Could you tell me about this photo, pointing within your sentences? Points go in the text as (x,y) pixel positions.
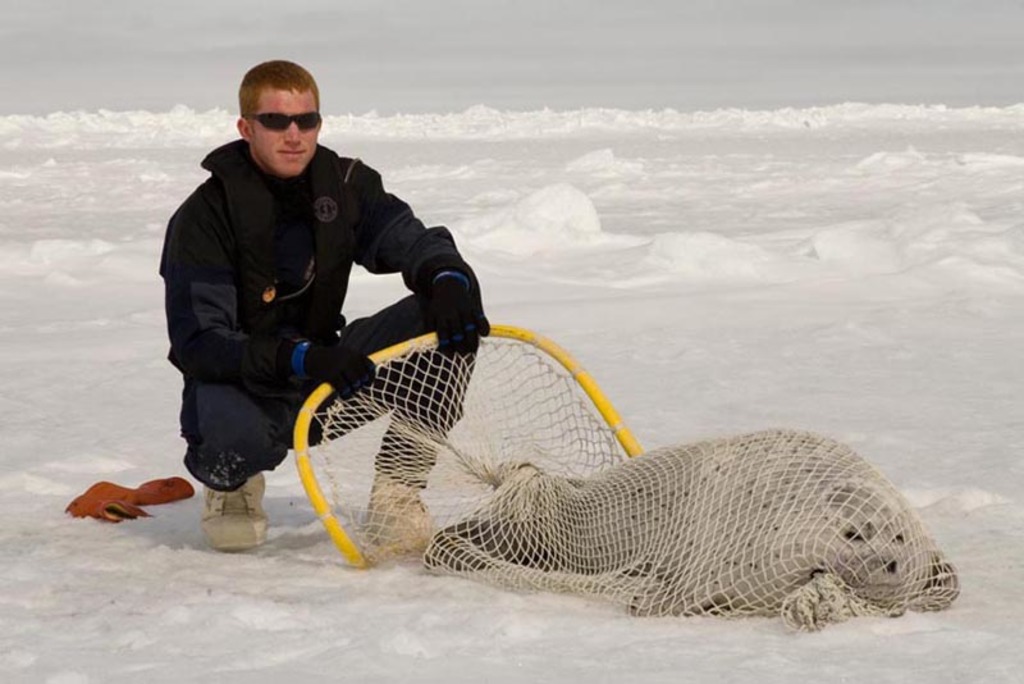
By seeing this image we can say a person (226,451) is sitting on the mounds of snow (270,491) and caught an animal (655,519) in the net (404,533).
